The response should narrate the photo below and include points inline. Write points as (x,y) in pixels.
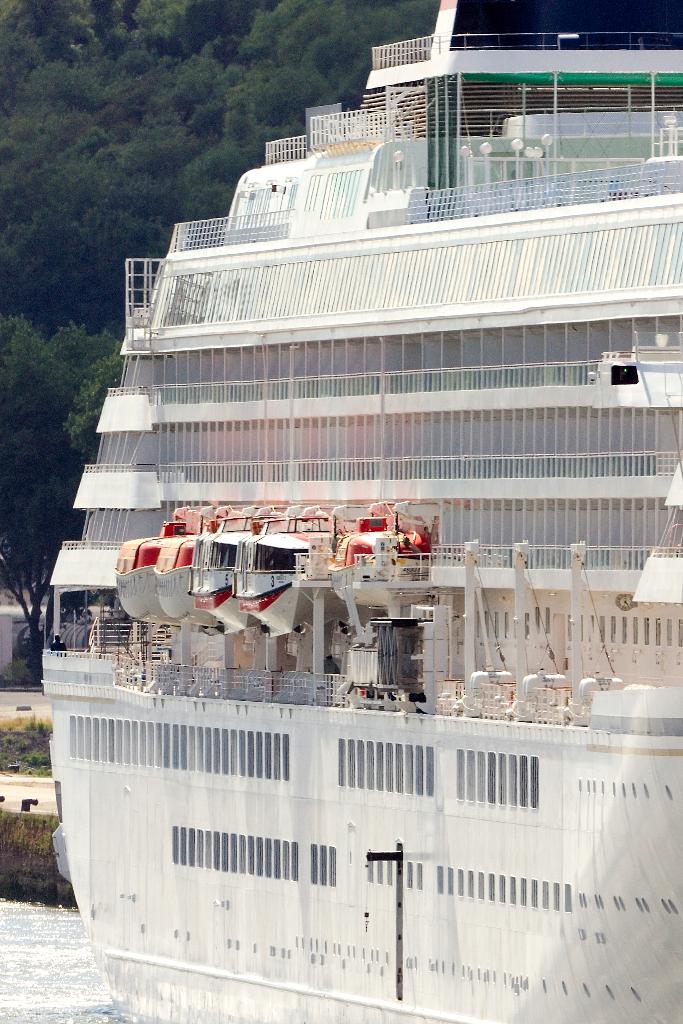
In this image we can see a ship (268,371) which is of white color and at the background of the image (59,410) there are some trees (91,242).
